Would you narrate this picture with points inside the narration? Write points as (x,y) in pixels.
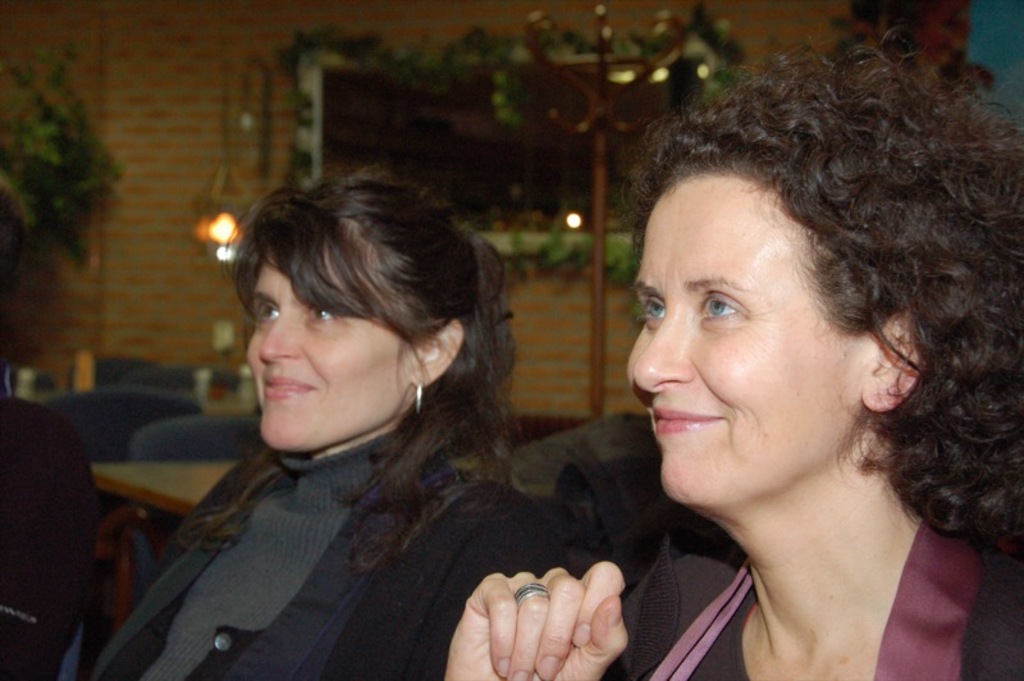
In the image there are two women (680,320), they are looking at something and smiling and they are sitting in a restaurant (126,492) and behind the women (306,433) there is a wall (153,32) and there is a light (224,208) hanged to the wall (197,172) and there are some plants (453,60) arranged in front of the wall (93,121).
